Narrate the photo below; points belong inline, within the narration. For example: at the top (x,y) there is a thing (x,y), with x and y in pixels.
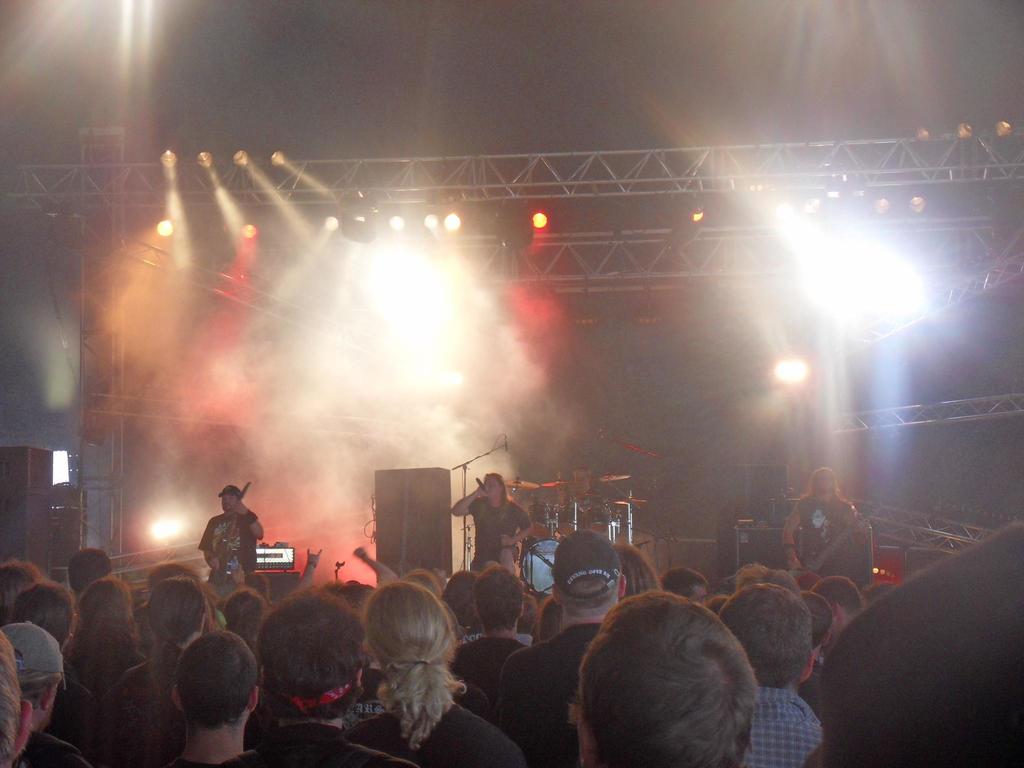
In this picture we can see a group of people (408,636) standing and some people (793,529) are standing on the stage (279,541). There are two people (220,546) holding the guitars (824,547) and a person (479,501) is holding a microphone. Behind the people (522,527) there is a stand (459,462) and some musical instruments (581,520). At the top (239,200) there are lights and truss (830,153).
